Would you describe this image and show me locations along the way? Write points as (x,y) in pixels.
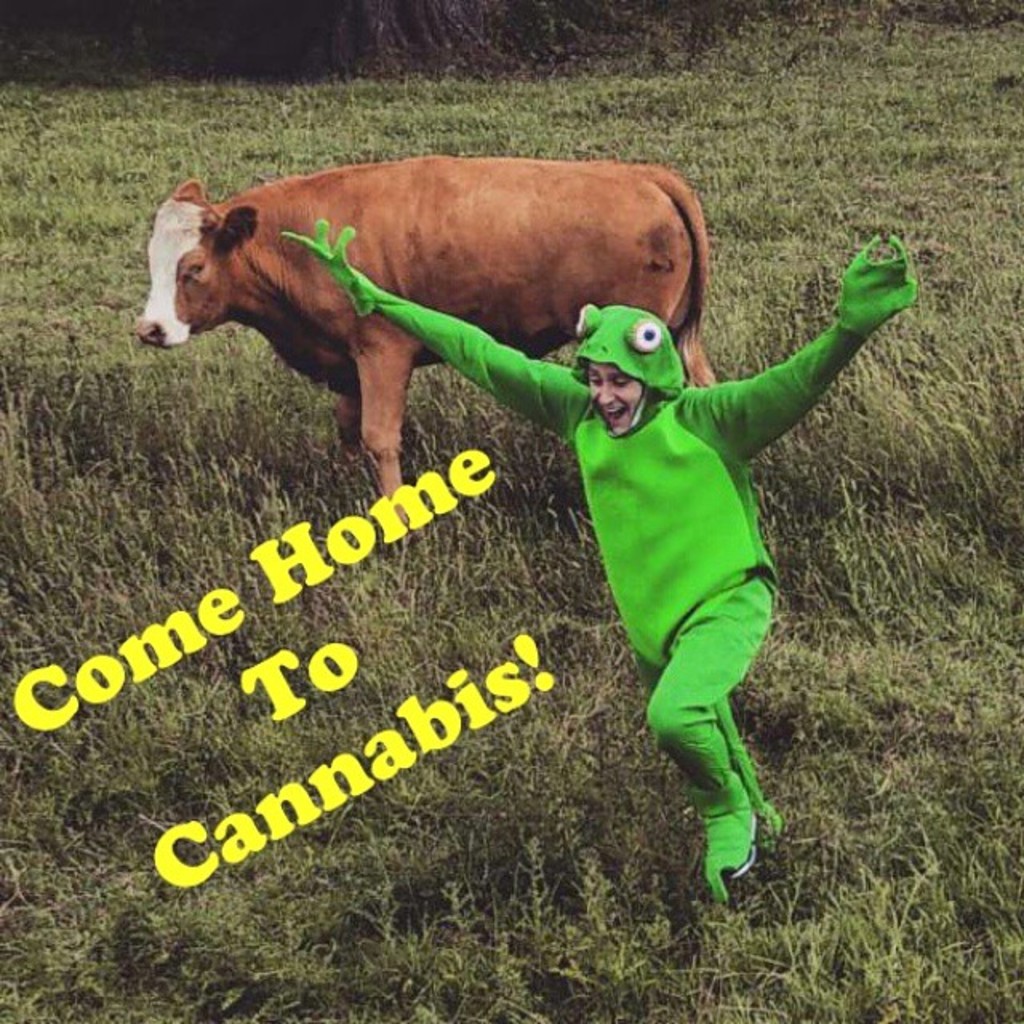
In this image there is a person (645,572) with green dress (657,532) and in the background (402,261) there is an animal (467,183) present on the grass (432,568). Image also consists of a yellow color text (481,697).
